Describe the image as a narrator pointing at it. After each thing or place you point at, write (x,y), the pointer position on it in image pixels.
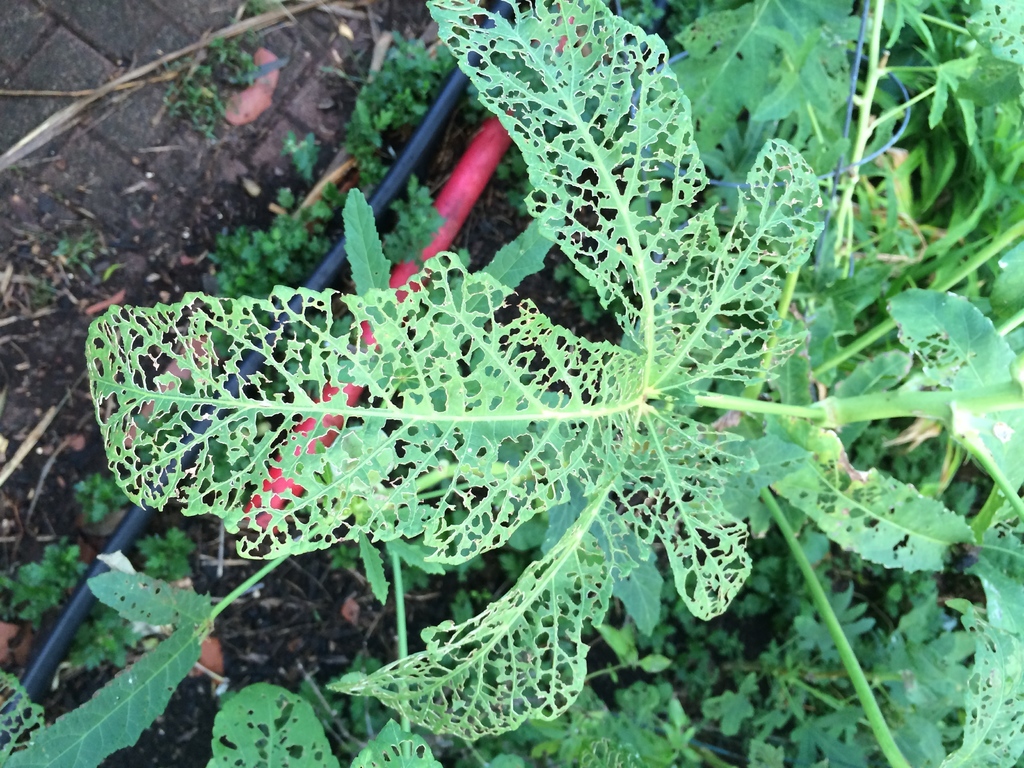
In this image there is a green leaf (555,379) to which there are so many holes (440,395). At the bottom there are two pipes (397,193) on the floor (258,201). On the right side (900,278) bottom there are plants (856,397) with the green leaves (898,527).
